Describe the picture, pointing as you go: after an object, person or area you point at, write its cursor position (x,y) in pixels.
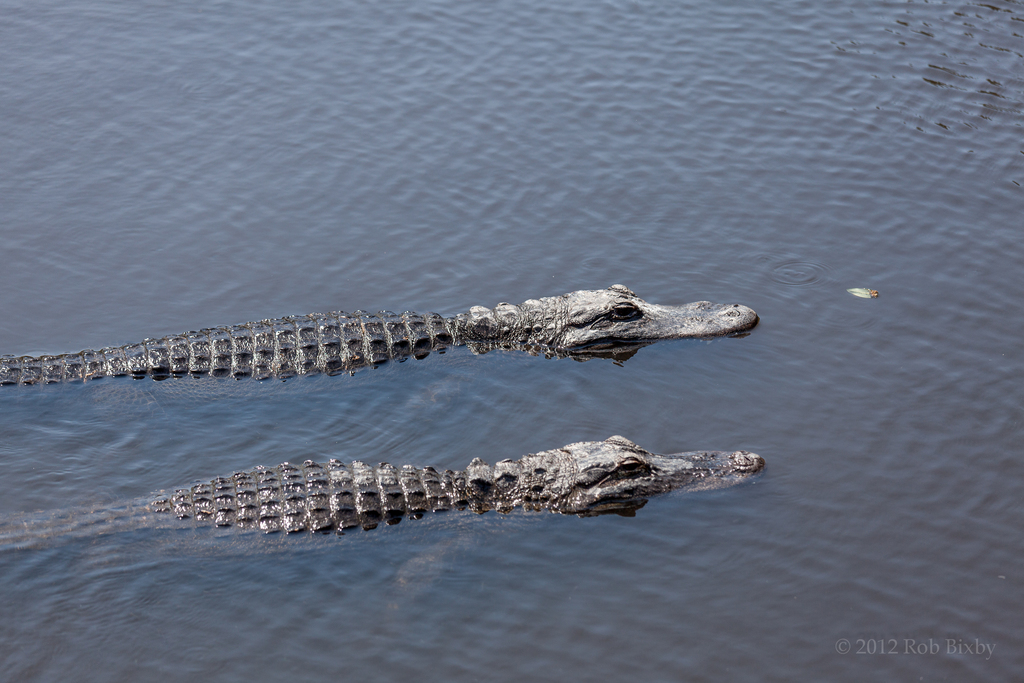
In this image I can see the water (516,173) which are gray in color and on the surface (620,593) of the water (656,534) I can see two reptiles (363,498) which are black and ash in color.
